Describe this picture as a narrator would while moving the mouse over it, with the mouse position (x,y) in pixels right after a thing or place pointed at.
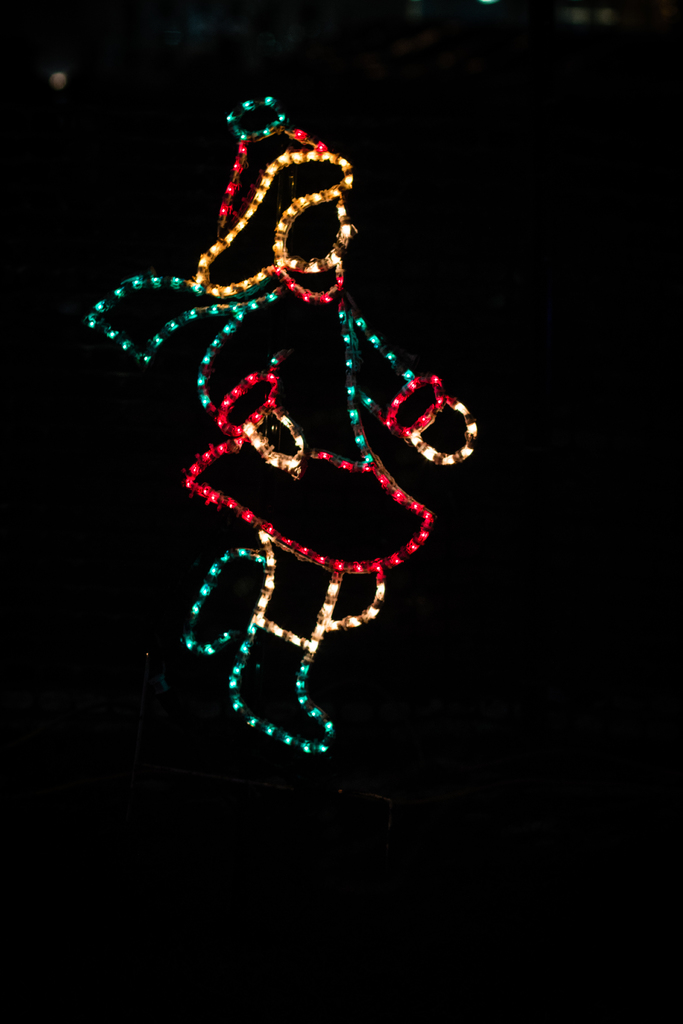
In this picture we can see few lights (340,284) and dark background (500,223).
